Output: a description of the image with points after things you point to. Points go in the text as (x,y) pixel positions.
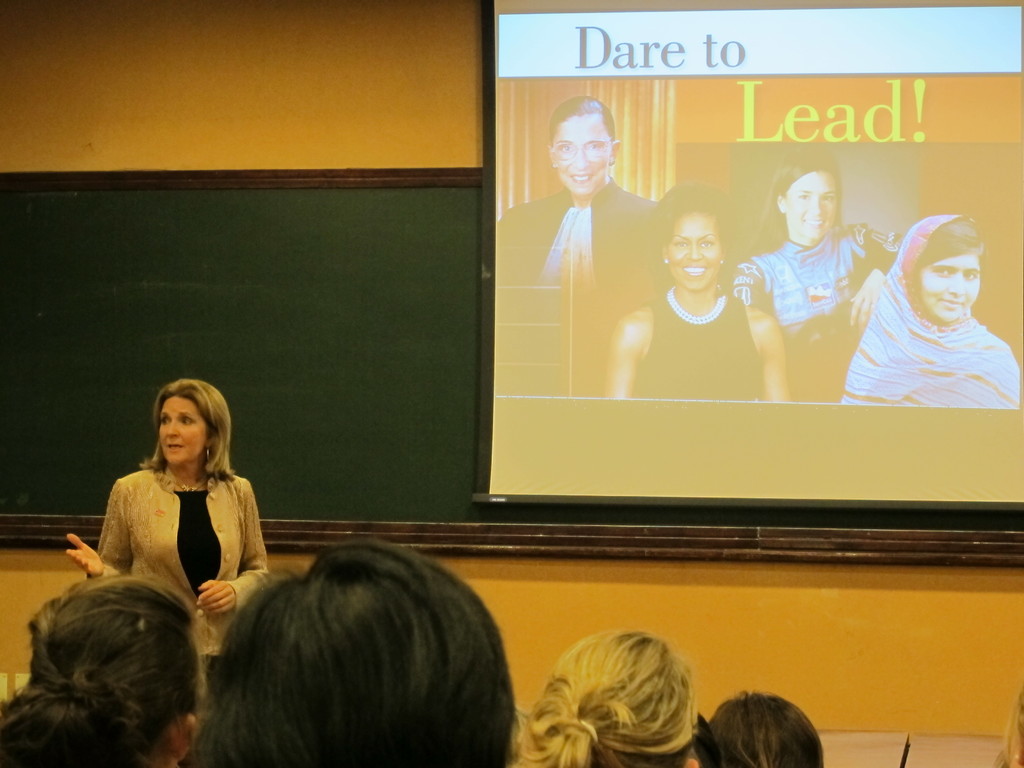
In this image we can see a woman (166,535) standing and behind the woman (186,457) we can see the board (394,306), wall (281,102) and also the screen (738,167) with the people (681,206) and also the text (911,96). At the bottom (329,687) we can see the persons (559,718).
